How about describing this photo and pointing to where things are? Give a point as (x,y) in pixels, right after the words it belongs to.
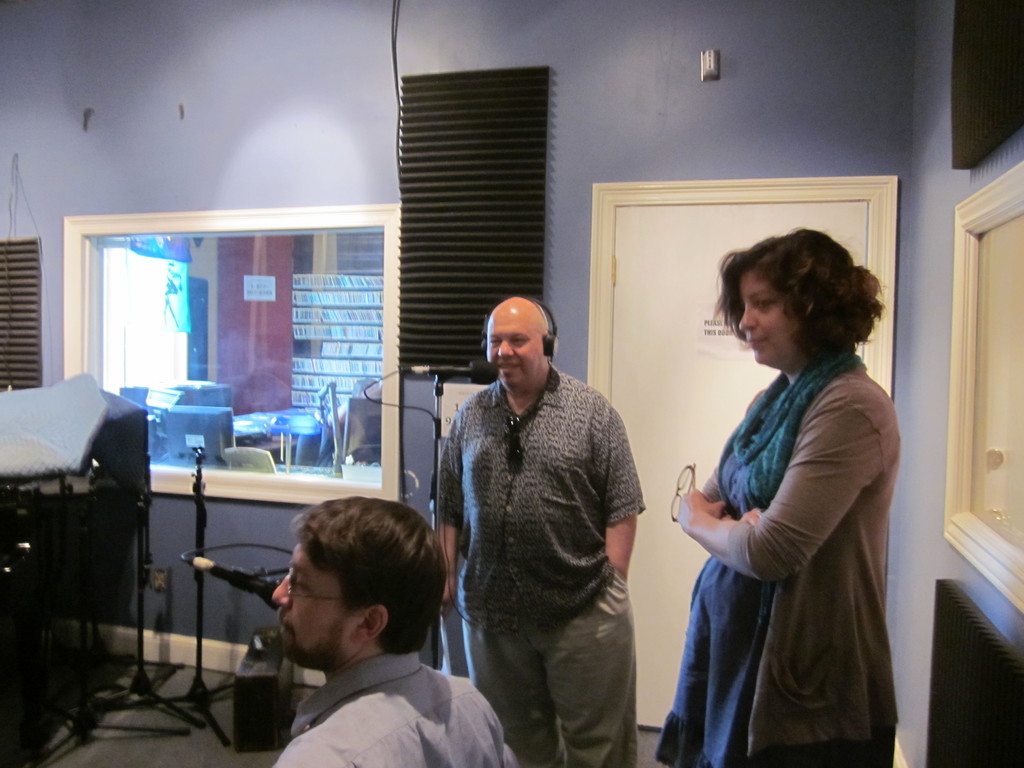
In this image there are objects (990,578) on the wall (1023,628) in the right corner (971,690). There are objects (80,612), there is a glass (131,263) in which we can see monitors (180,441), there is an object (29,262) on the wall (34,188) in the left corner (14,292). There are people (525,567), mikes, there is a door (667,252). There is an object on the wall (442,21) in the background (446,255).
